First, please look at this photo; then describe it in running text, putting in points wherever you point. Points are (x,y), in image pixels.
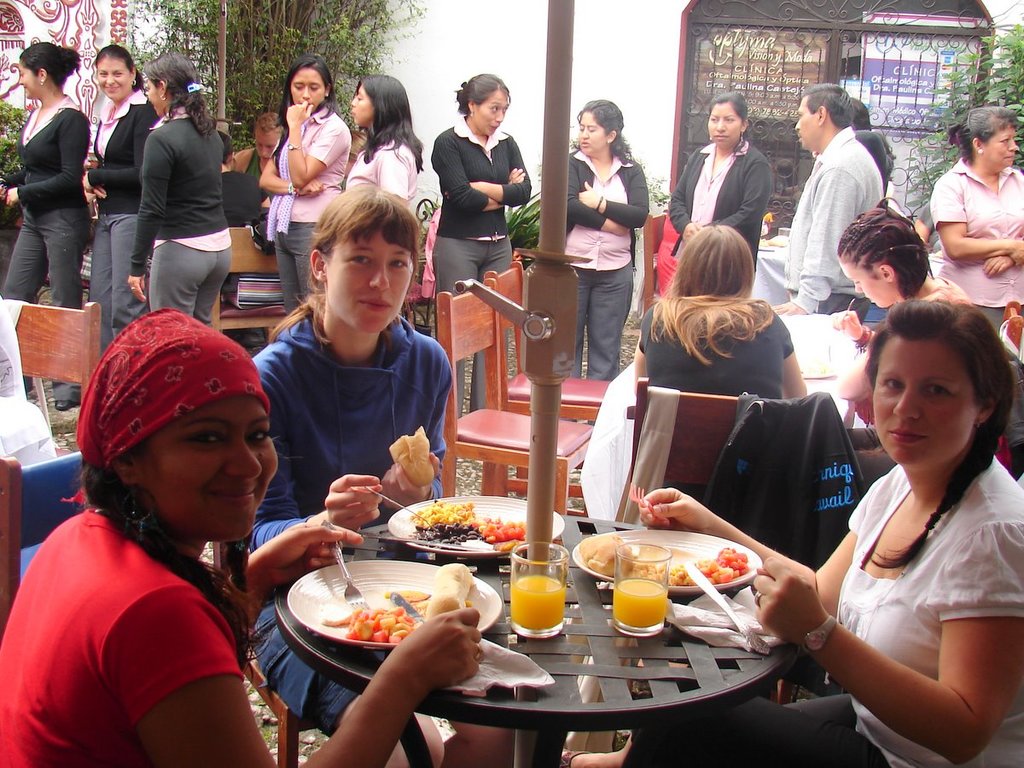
In this image, there are some persons (260,360) sitting and wearing colorful clothes (879,597). This table (596,636) contains glasses (652,596), plates (723,547), knives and forks (641,502). There are some people (52,134) standing at the top of the image (739,173). There are two chairs (499,387) at the center of this image (488,430).
